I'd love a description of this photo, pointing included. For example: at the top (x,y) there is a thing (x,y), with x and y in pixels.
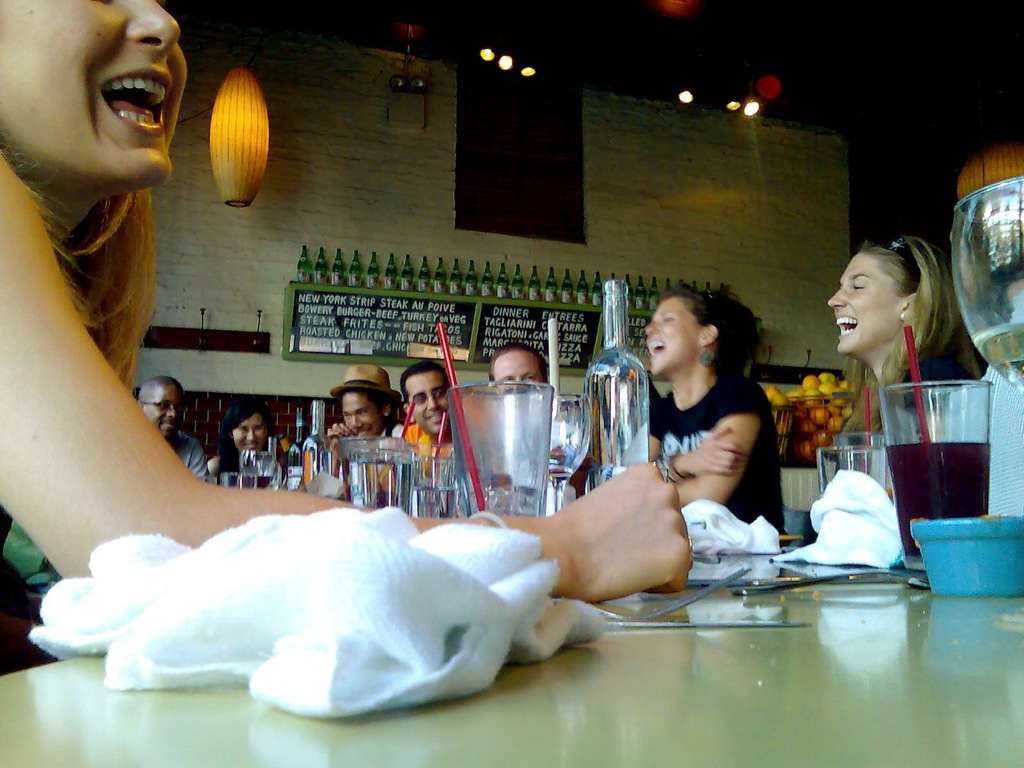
In the image we can see group of persons (63,357) were sitting on chair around table (733,586). On table (766,569) we can see glasses (416,496), napkin (380,591) etc. In the background (645,161) there is a wall (345,164).
